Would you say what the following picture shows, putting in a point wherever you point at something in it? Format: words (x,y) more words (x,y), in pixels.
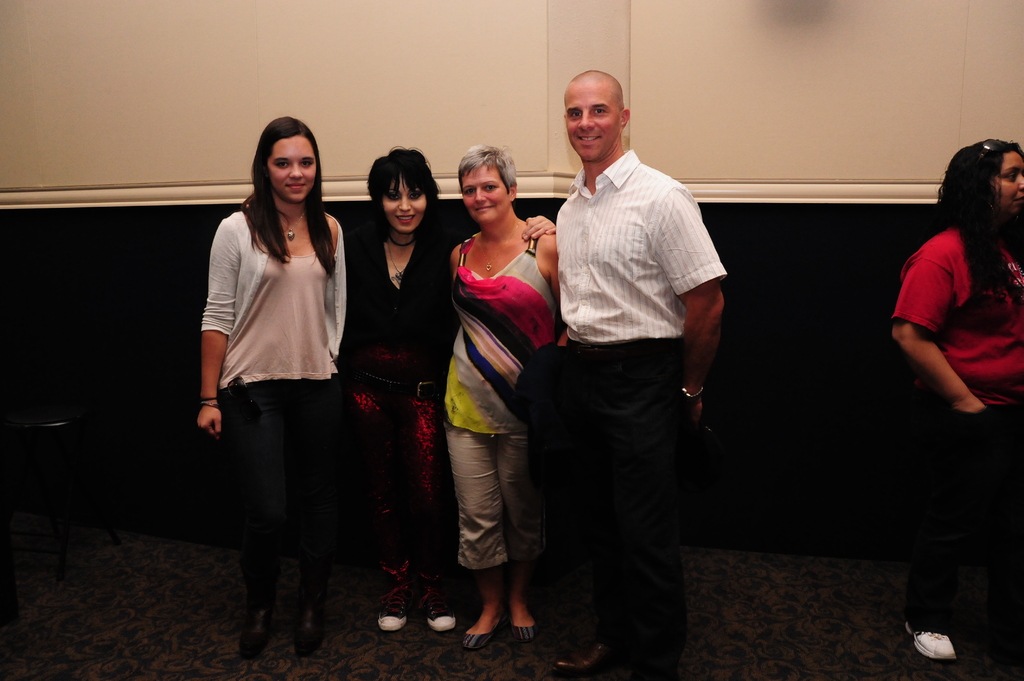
This picture shows few people (968,522) standing we see a man (566,236) and few women (470,500) and we see a chair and we see smile on their faces (605,140).
